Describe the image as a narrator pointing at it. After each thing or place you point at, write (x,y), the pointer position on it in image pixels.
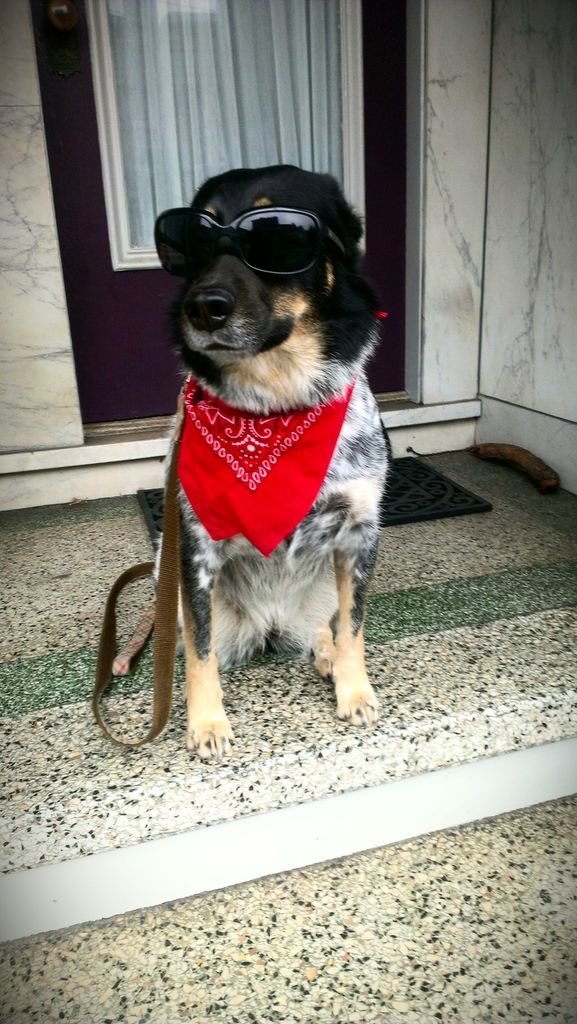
In this picture we can see a dog (310,636) on a surface (228,679), goggles (277,274), kerchief (298,442), belt (162,667), door mat (425,517), wall (442,445) and in the background (166,1) we can see a door (79,74), curtains (176,88).
